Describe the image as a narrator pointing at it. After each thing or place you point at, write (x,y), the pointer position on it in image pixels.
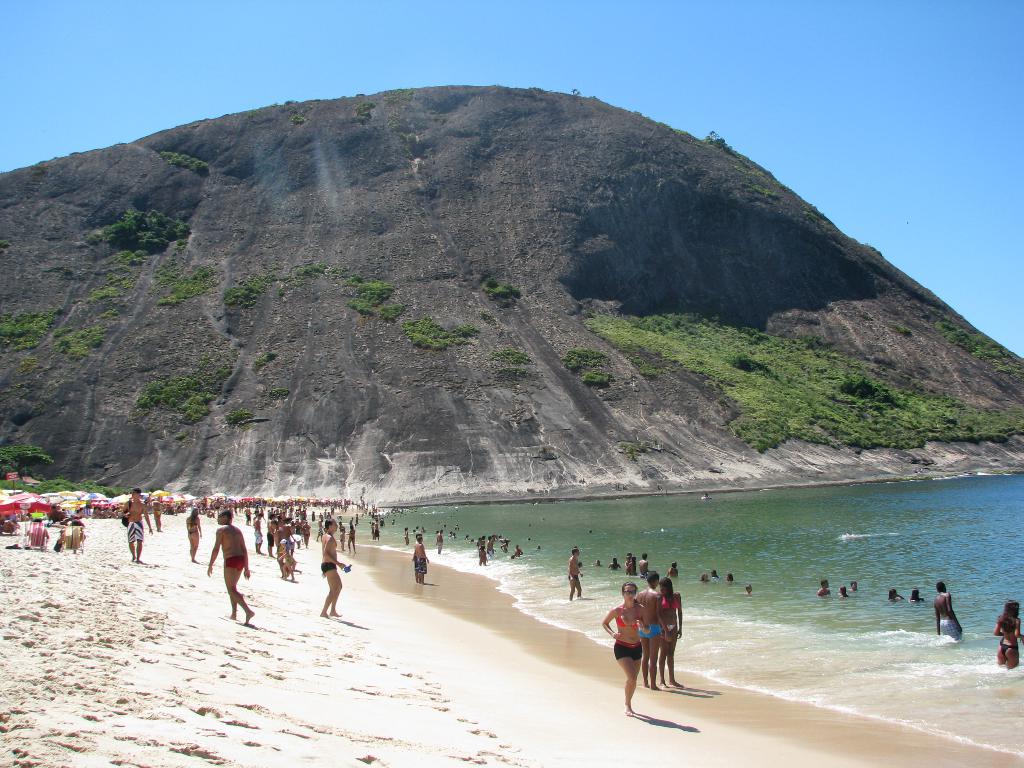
In the image we can see there are people (286,535) standing near the sea shore (926,734) and others (1007,615) are swimming in the sea (795,559). Behind there is a rock hill (506,318).
